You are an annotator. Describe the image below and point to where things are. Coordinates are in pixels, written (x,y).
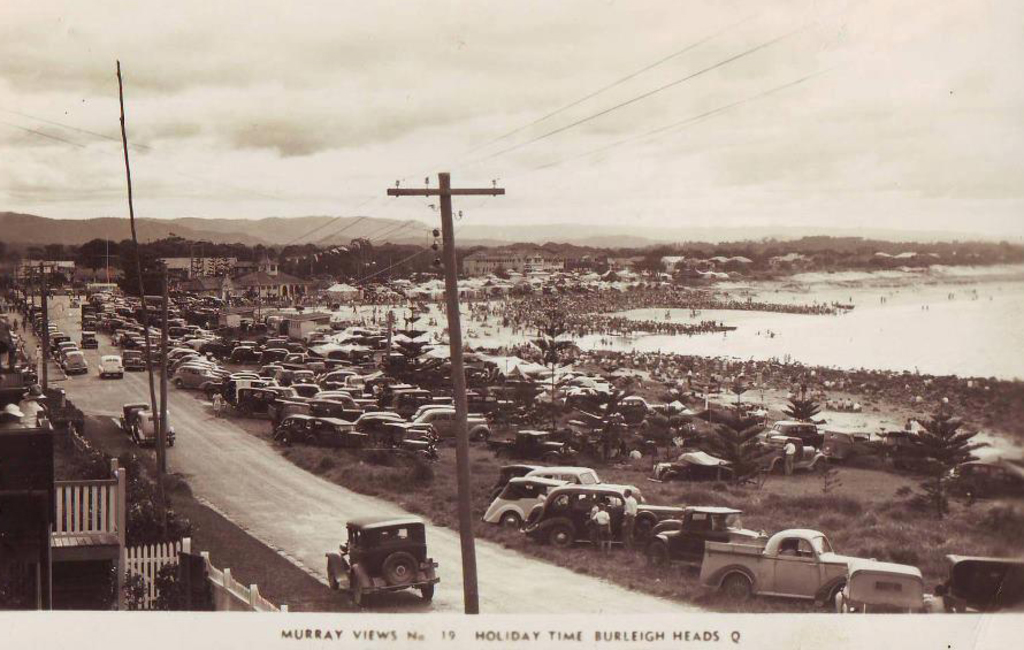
In this image there is an old photograph (525,481) of a beach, in the photograph (457,482) there are cars (375,532) passing on the road (192,416) and many cars (404,415) parked and there are trees (296,252), electric poles (459,193) with cables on it, houses (263,271), mountains (417,239) and there is a sea (860,304), at the bottom of the image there is some text (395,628) written.
